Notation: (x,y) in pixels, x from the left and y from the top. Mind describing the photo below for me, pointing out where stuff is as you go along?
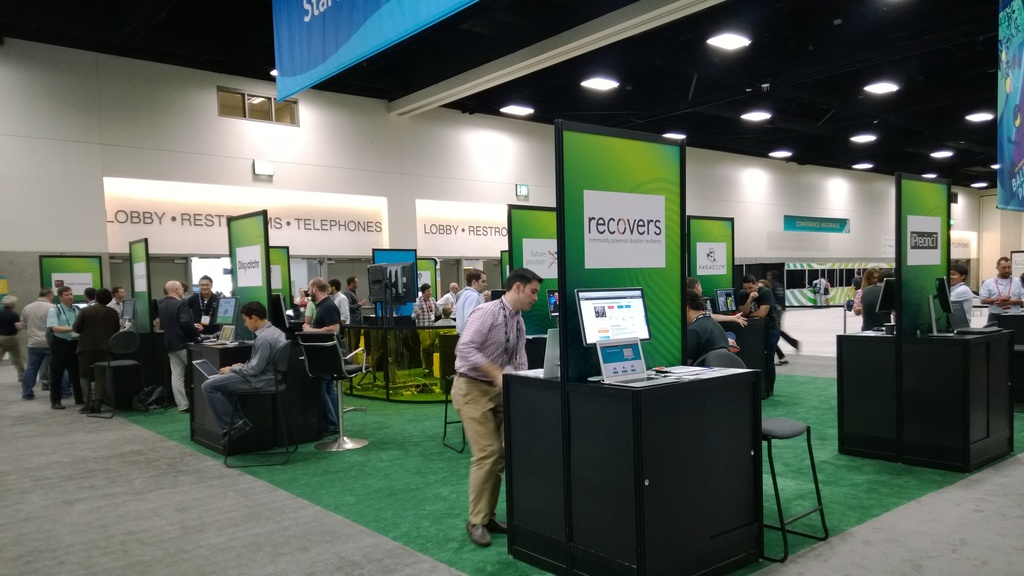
In the foreground of this image (483,391), there are people (262,346) standing on the floor (186,477) and sitting on the chairs (267,392) around desk like objects (646,417) on which, there are monitors screens (607,300), laptops (630,348) and few papers (698,376). In the background (777,307), there are people (766,303) standing and sitting, wall (355,175), a board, a banner (357,33) and lights (948,156) to the ceiling (681,109).
